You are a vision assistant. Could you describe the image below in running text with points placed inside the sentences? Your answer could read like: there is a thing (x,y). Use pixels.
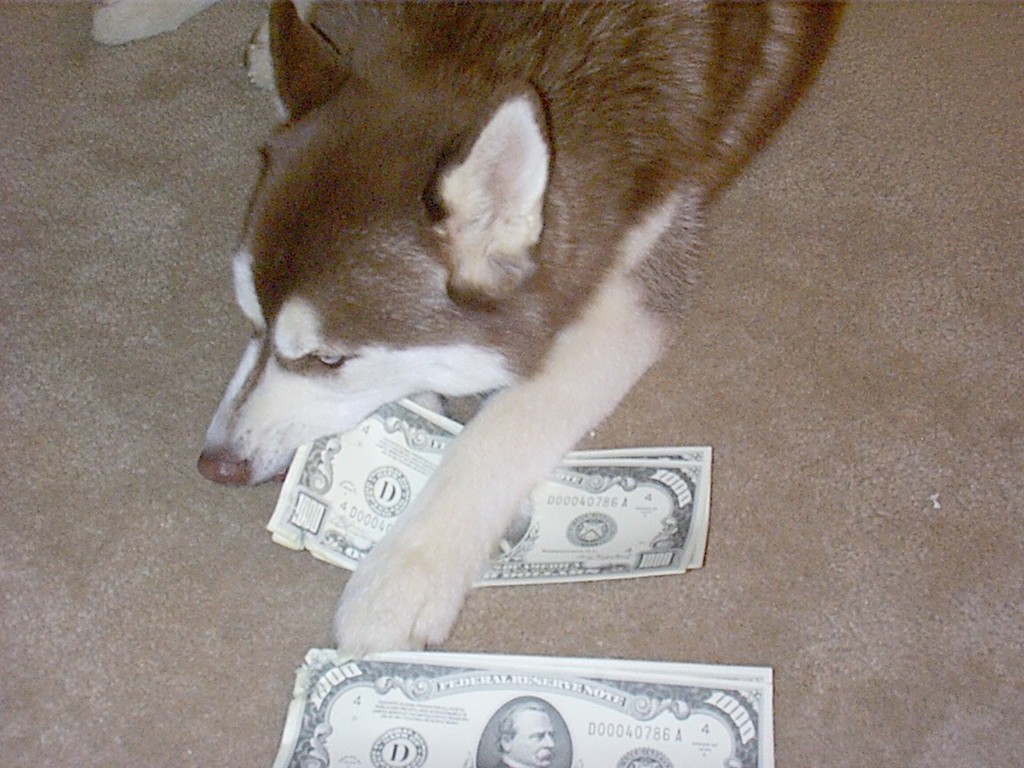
In this picture we can see a brown dog (573,281) lying on the dollar notes (526,573).
